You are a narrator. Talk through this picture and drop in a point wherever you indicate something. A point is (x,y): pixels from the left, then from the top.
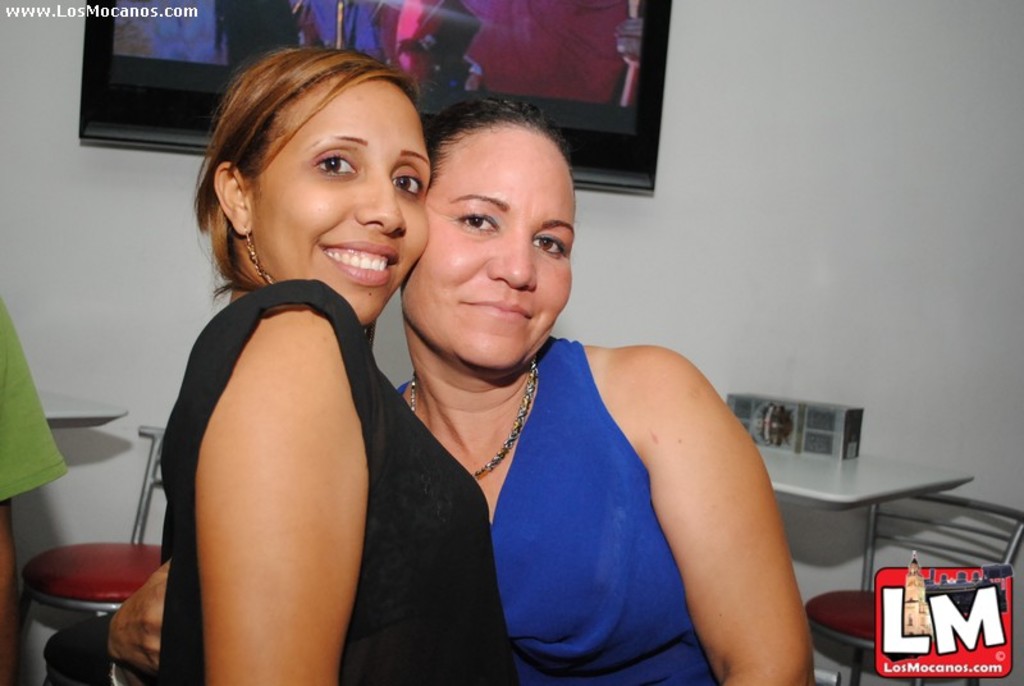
In the image we can see two persons (547,222) they were smiling. In the background (762,175) there is a wall (804,200), photo frame (645,98), table (808,464), chairs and a person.
